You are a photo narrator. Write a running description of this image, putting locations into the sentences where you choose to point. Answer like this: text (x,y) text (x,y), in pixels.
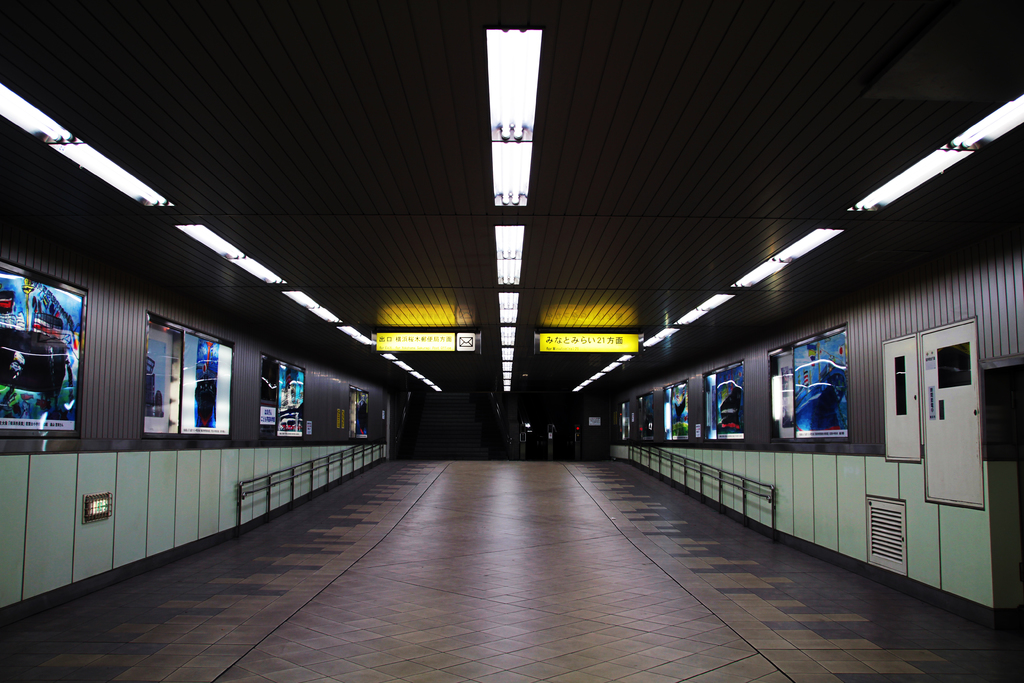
In this picture we can see the floor (316,590), fences (767,495), name boards (632,344), lights (627,358), boards (194,345) on walls (379,407) and some objects (579,431) and in the background (447,428) it is dark.
